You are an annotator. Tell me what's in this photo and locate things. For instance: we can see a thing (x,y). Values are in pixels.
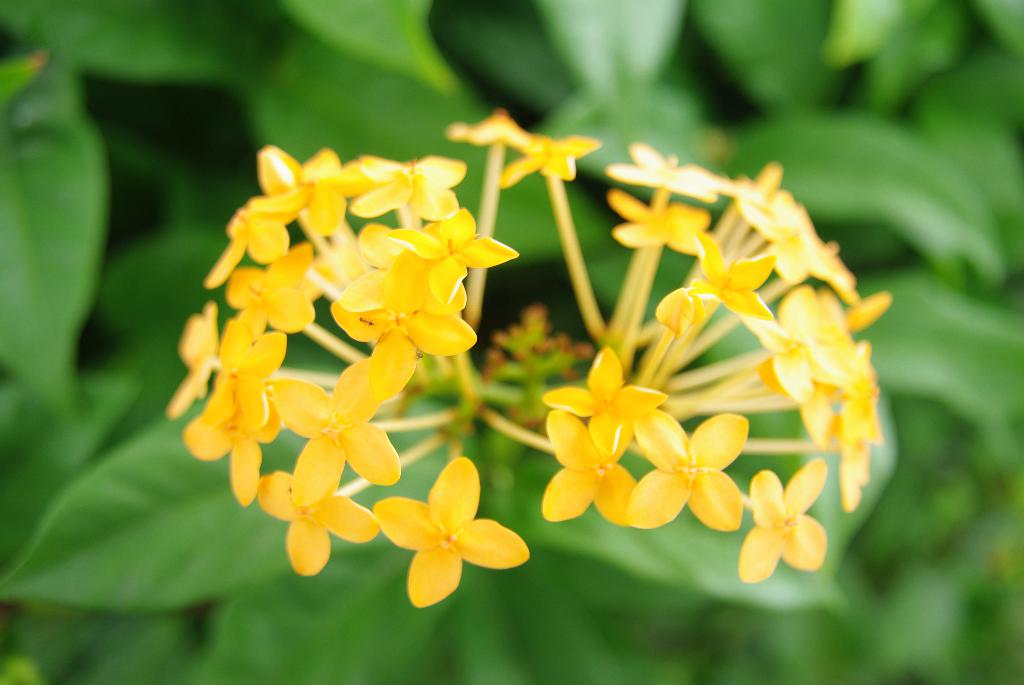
In this picture we can see yellow flowers (633,215) on the plant (611,528). On the left (33,269) we can see green leaves (91,259).
